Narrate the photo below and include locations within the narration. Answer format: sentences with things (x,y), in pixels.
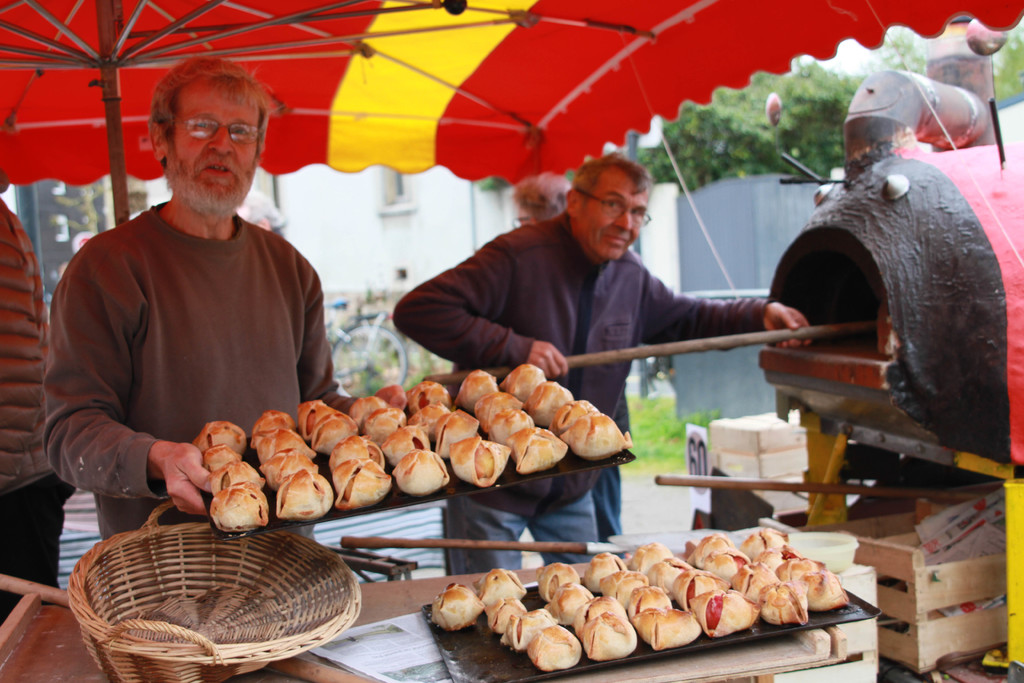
In this picture we can see a group of people (458,279), in the image the left side person (133,349) holding a tray (339,425) with full of food (388,421), in front of him we can see a basket (170,636), on the table (408,631) in the background (751,127) we can see couple of trees (697,132) building (440,202) and a bicycle (366,331).
